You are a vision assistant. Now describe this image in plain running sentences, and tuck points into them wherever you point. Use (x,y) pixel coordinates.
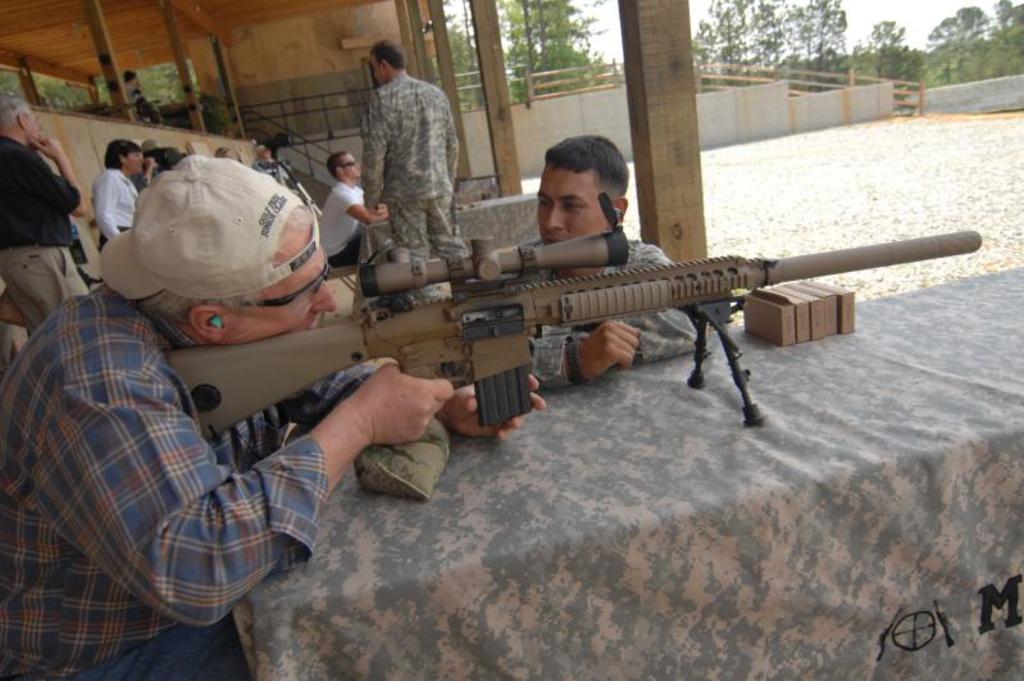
In this image I can see number of people (212,264) where in the front (66,399) I can see one of them is holding a gun (508,391), I can see he is wearing shirt (20,475), shooting goggles (306,283) and a cap (187,290). I can also see two men (409,206) are wearing uniforms (403,135). In the background (413,41) I can see number of wooden poles (685,81), railings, the wall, number of trees (826,54) and the sky (855,26). I can also see few camouflage colour clothes (494,209) in the centre of the image (619,409) and on the bottom right side of this image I can see something is written on the cloth (853,592).
